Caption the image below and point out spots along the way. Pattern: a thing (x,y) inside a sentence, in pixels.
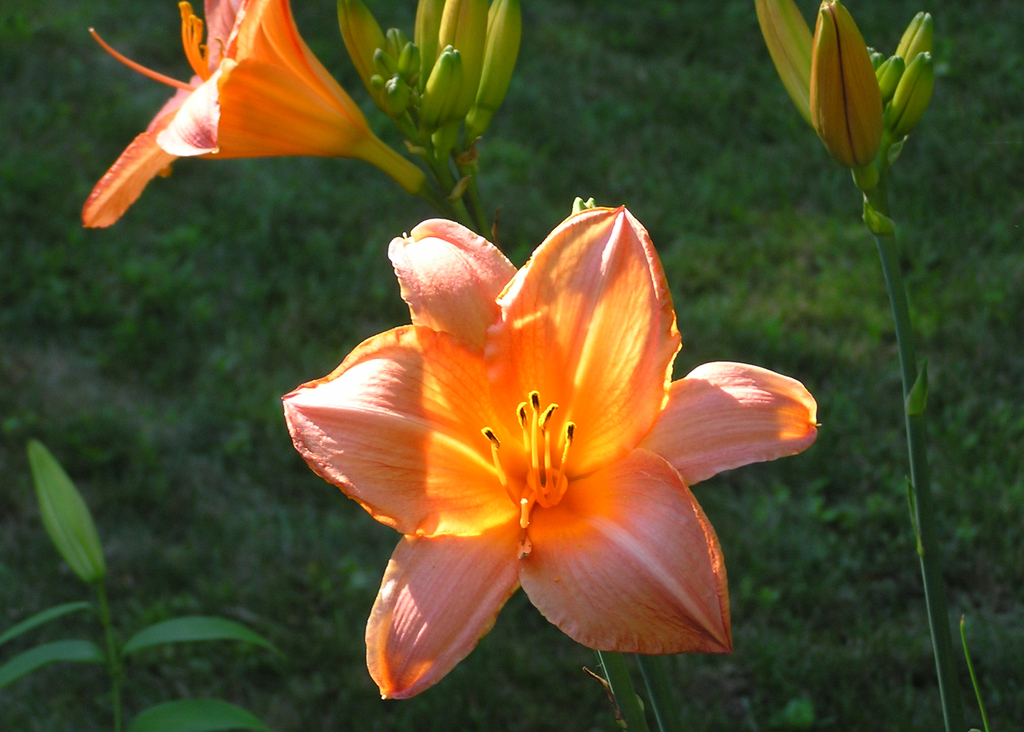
In this image we can see the plants (429,133) and flowers (457,253) and in the background (526,121) it looks like small plants (671,248) and the image is blurred.
